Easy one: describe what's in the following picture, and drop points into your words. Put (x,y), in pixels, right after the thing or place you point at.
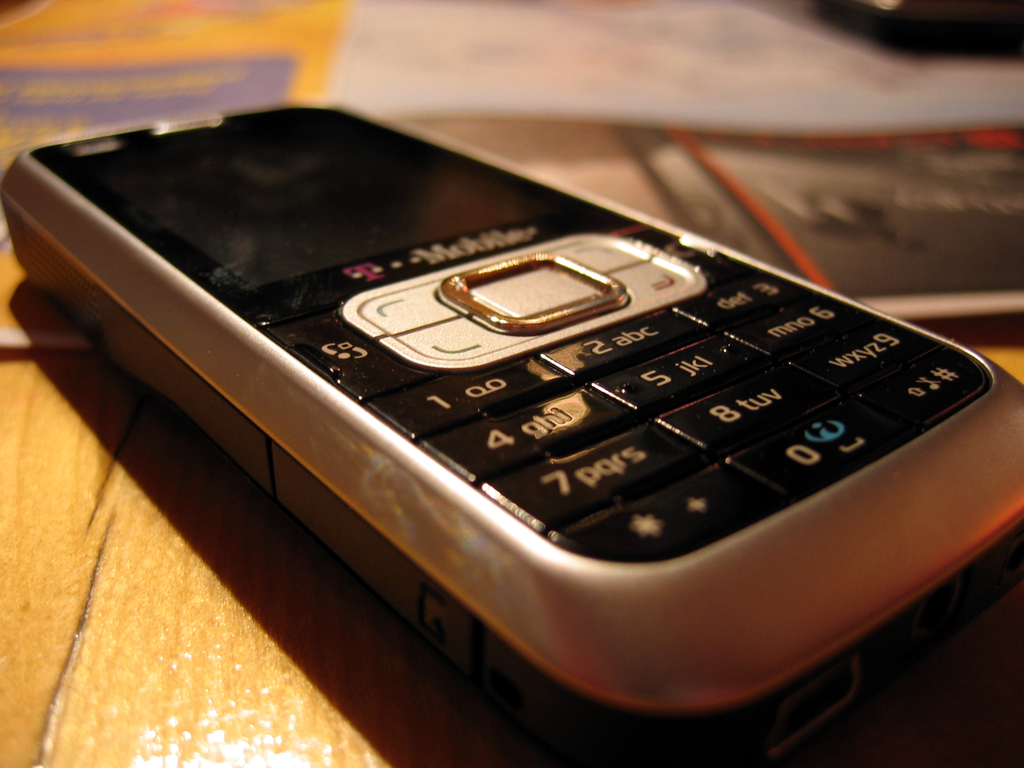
In this picture we can see a mobile phone (332,305) in the front (346,329), there is a blurry background (770,44), it looks like wooden surface (122,603) at the bottom (87,650).
